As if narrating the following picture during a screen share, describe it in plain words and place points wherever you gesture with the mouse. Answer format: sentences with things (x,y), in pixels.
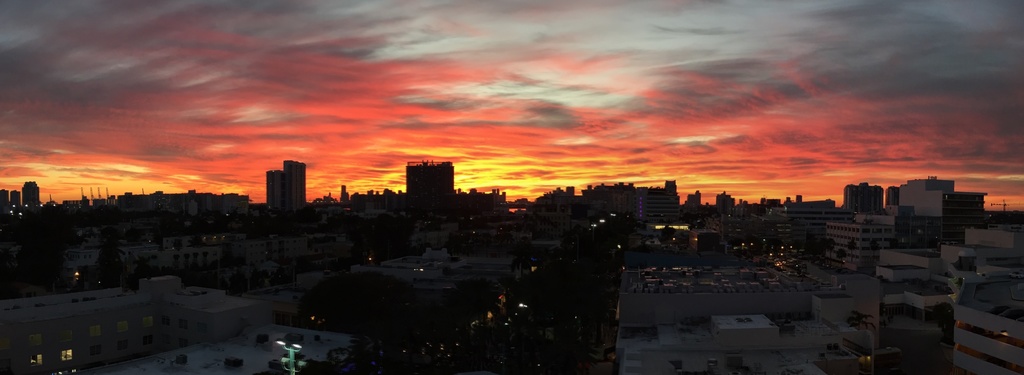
In this picture we can see buildings (646,307), trees (381,331), poles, and lights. In the background (586,107) there is sky (789,95).
